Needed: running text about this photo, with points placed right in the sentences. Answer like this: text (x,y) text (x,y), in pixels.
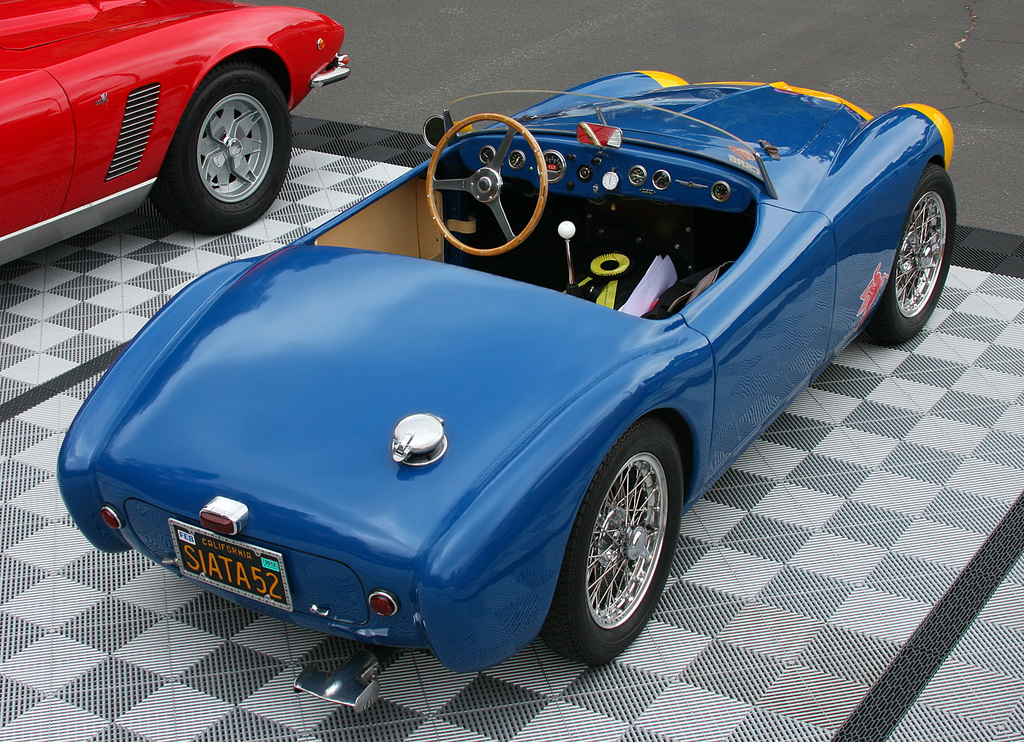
In this picture we can see cars (514,372) are present. At the top of the image (756,41) pavement (815,42) is there. In the background of the image (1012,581) floor (212,600) is there.
